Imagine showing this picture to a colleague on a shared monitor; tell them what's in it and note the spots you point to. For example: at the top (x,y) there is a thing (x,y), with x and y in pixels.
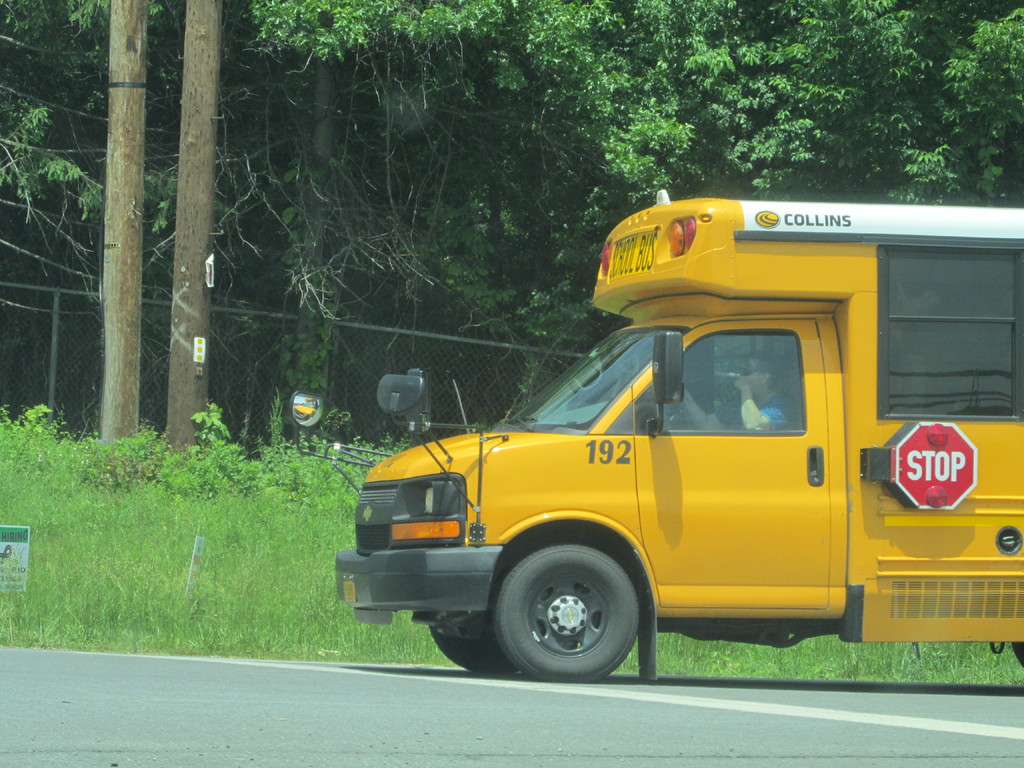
In this image, we can see a vehicle (511,459) on the road (300,705) and in the background (339,196), there are trees (355,199) and there is a fence (262,380) and a board (17,558) and at the bottom (245,560), there is ground (218,546) covered with grass (189,558).
